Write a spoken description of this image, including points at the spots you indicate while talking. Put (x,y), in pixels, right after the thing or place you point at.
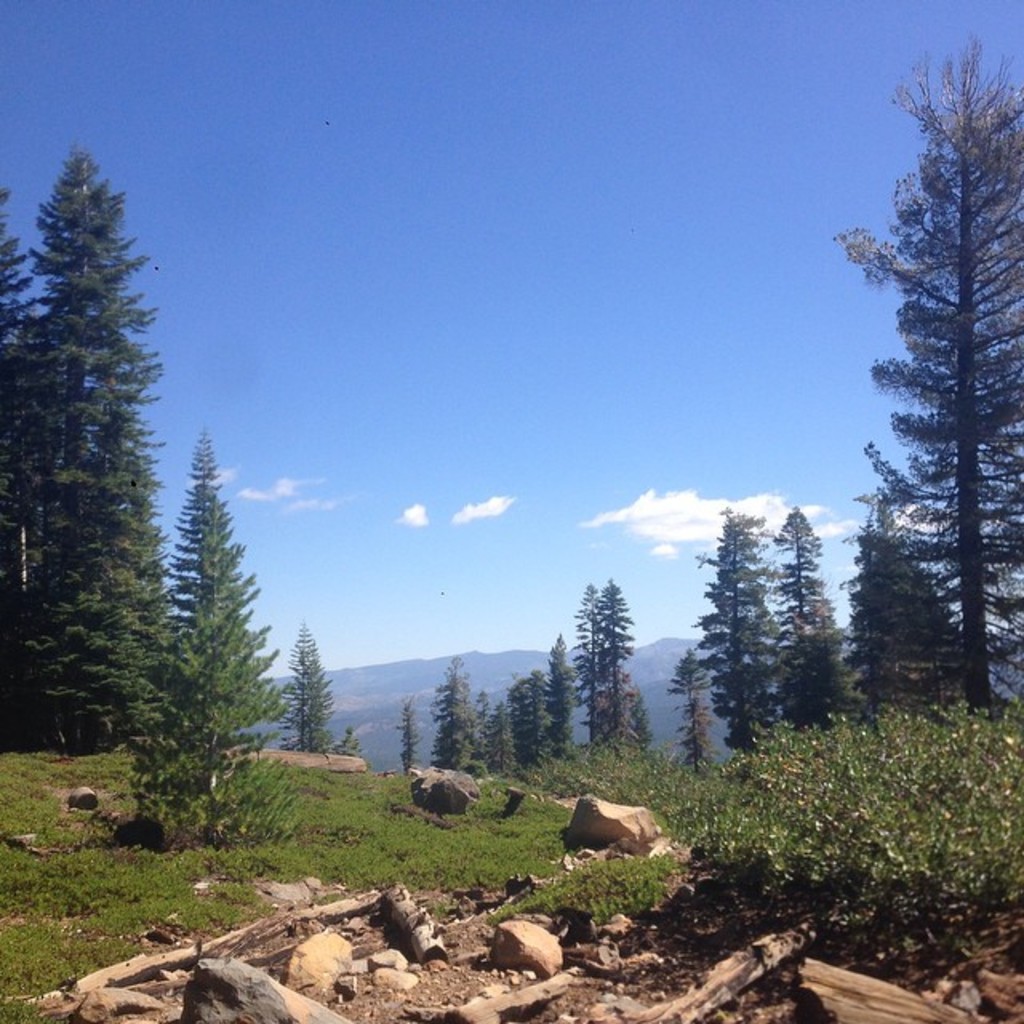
In this picture we can see plants (737,819), grass (13,902), rocks (238,1000), and trees (634,688). In the background (727,419) there is sky (717,271) with clouds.
